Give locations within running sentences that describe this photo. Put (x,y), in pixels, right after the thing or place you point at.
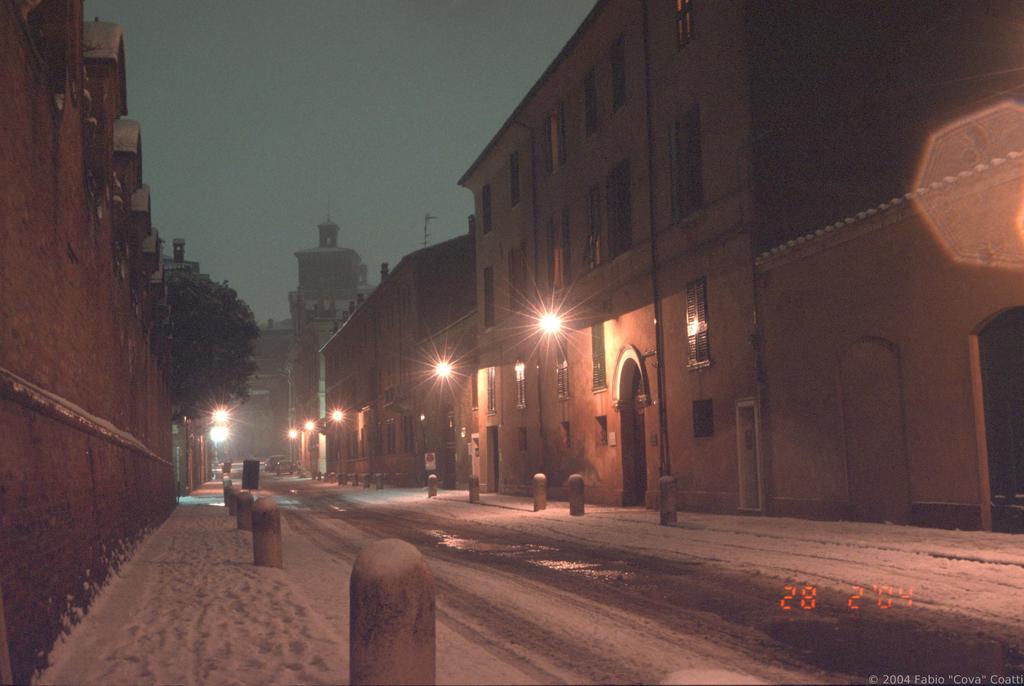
In this image we can see buildings (522,391), lights (221,438), windows (492,402), pole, tree (241,346), there are some vehicles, also we can see the sky (337,185).
